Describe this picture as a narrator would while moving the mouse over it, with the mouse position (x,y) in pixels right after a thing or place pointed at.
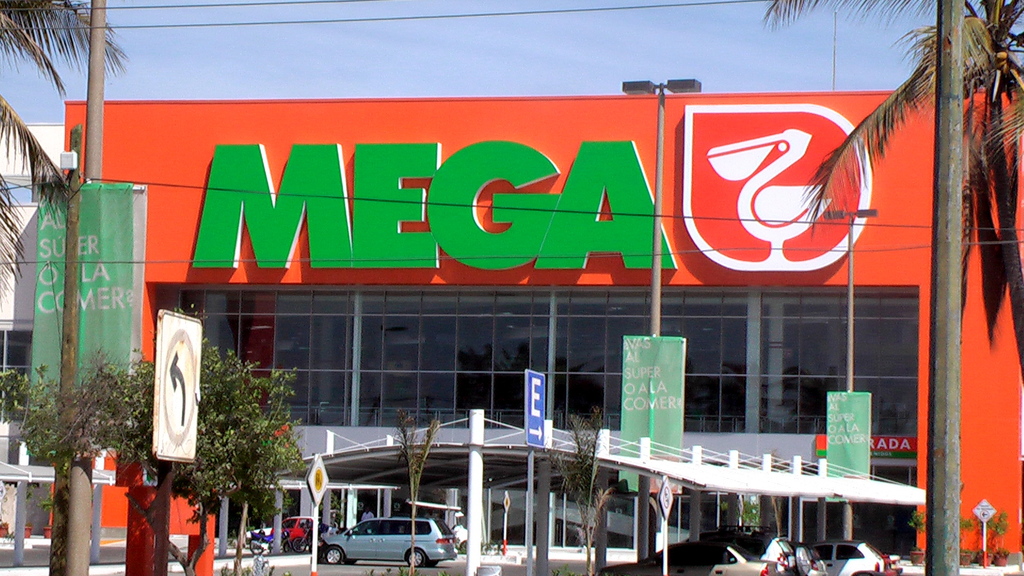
In this image there are trees (237,428), sign (166,417), boards (132,323), in the background (469,524) there is shed (474,492), under the shed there are cars (750,561), and there is a mall (789,120) and the sky (147,96).
